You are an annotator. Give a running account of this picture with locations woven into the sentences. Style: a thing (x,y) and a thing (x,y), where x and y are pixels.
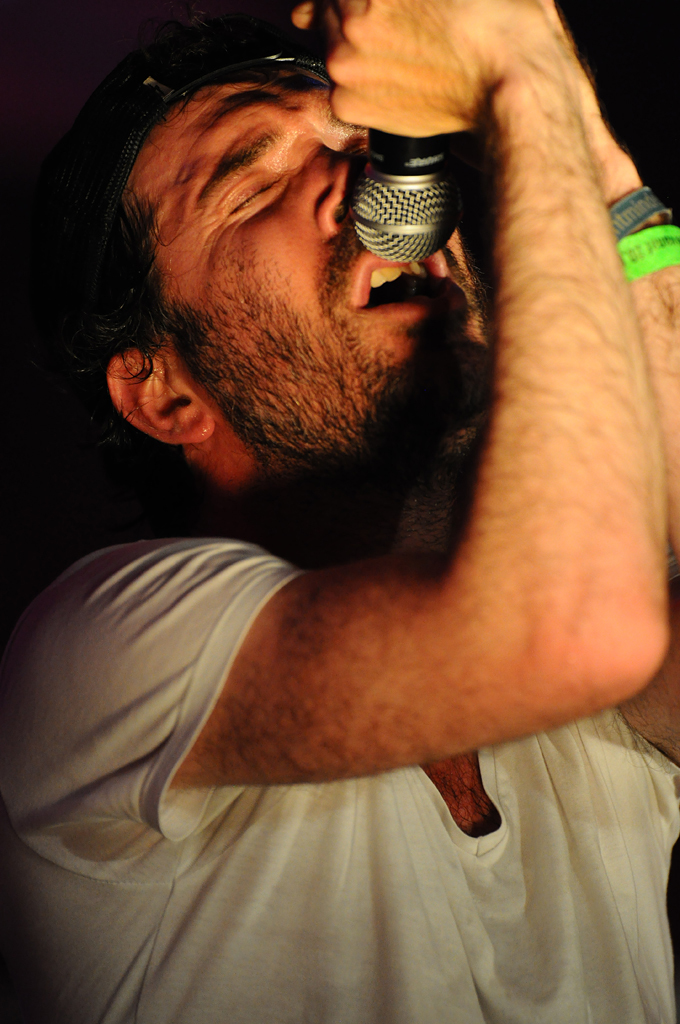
In this image i can see a person (441,580) holding a microphone (419,207) in his hands (386,88).
